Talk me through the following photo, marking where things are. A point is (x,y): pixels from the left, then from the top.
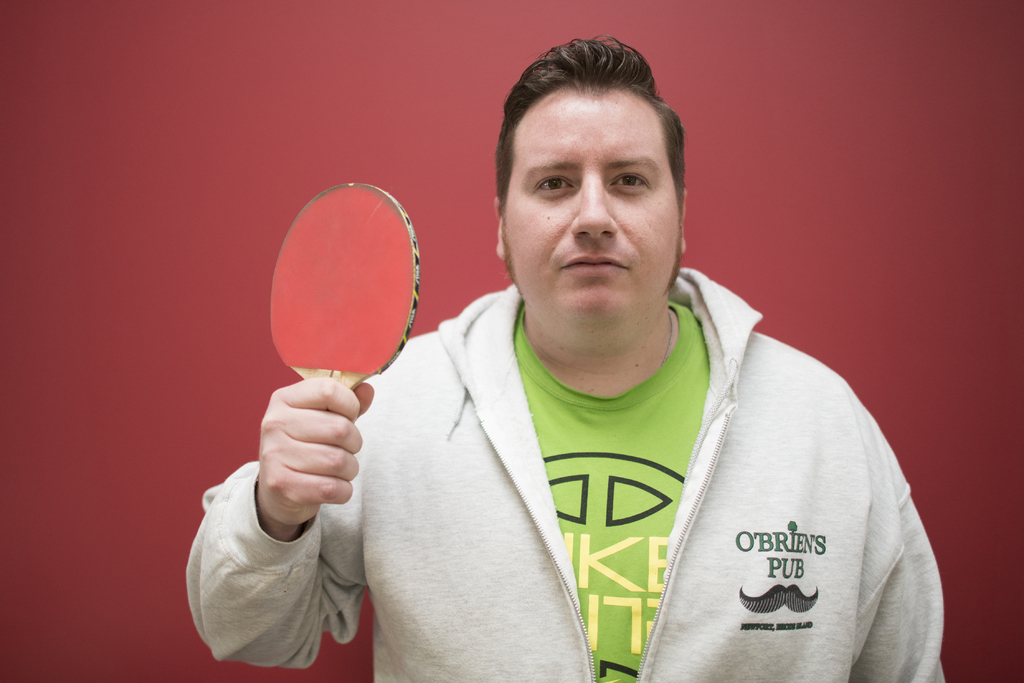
In this image i can see a person (675,542) wearing a white jacket (753,525) and green t shirt (633,501), and he is holding a bat (314,335) in his hand (283,440).
